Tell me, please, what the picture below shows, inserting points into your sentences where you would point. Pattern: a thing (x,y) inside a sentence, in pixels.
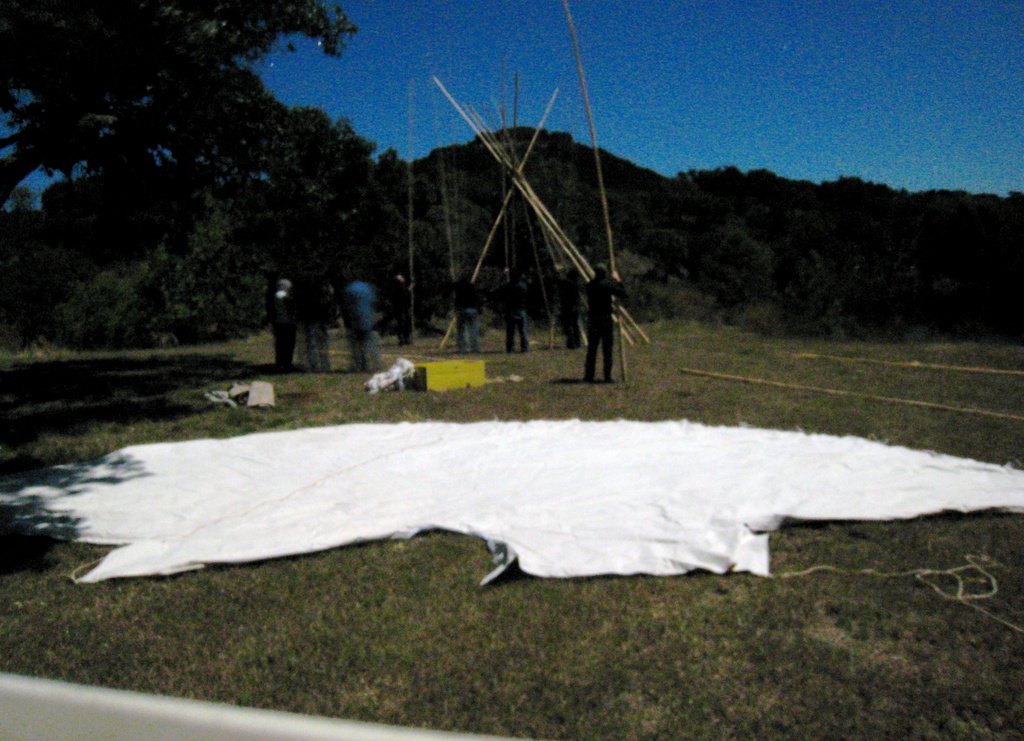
This image is clicked outside. There are trees (496,285) in the middle (644,290). There are some sticks (558,225) in the middle (474,280). There are some people (594,330) in the middle (397,277). There is grass (561,647) at the bottom (666,671). There is sky (615,102) at the top (422,148).
